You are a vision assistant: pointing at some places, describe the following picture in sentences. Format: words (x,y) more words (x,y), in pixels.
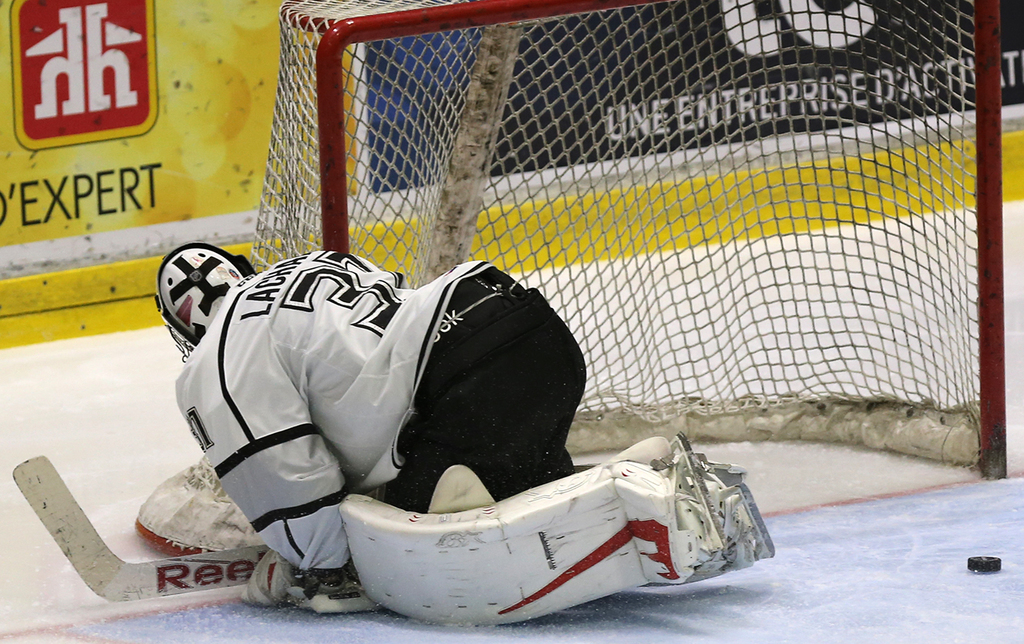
Here in this picture we can see an ice floor (10,412) present over a place and on that we can see a net goal post (936,24) present and in front of it we can see a person (460,380) present on the floor (371,619), and we see he is wearing the game suit (303,456), knee pads (457,531), helmet (183,248) and gloves (277,574) and holding the ice hockey stick (96,538) in his hand (268,593) and behind him on the floor (149,617) we can see the puck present on the floor (987,534) and at the top side (151,170) we can see barricades (44,190) present.
